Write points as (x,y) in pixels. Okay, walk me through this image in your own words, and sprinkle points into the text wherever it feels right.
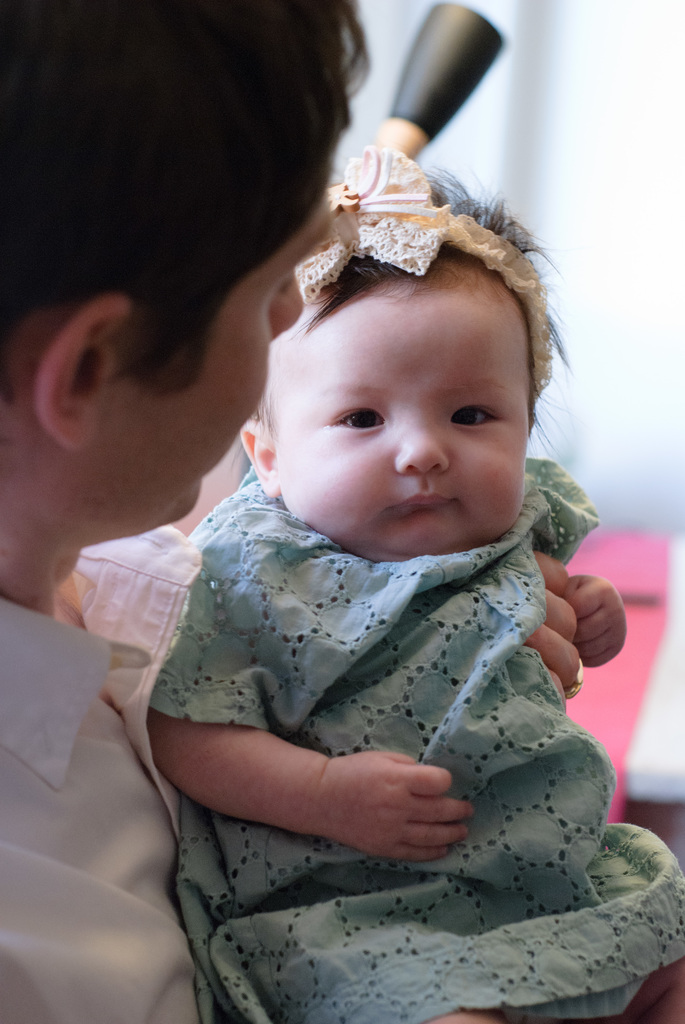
A person (46,125) is holding a baby (332,693). Background (545,110) it is blur.
